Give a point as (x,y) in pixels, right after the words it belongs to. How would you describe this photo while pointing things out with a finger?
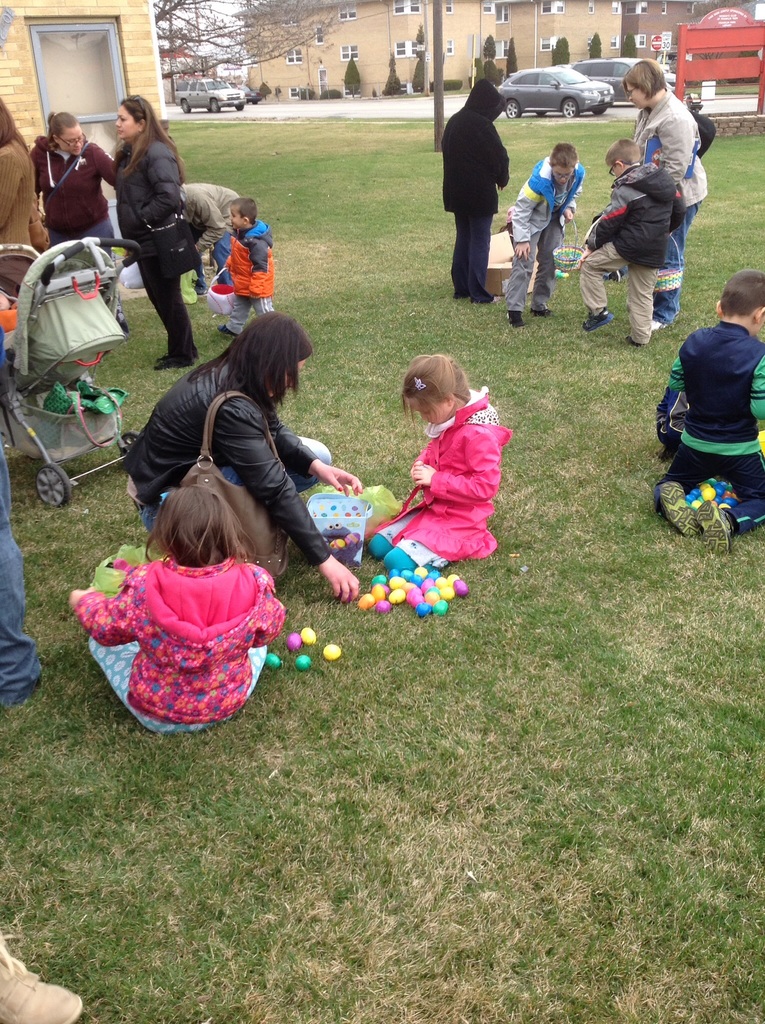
In this image there are a few people (35,184) sitting and standing on the surface (563,558) of the grass (347,658) and there are a few objects (409,580) and a baby walker (56,338). In the background (57,56) there are buildings (537,6), trees (175,34) and few vehicles (621,88) moving on the road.
